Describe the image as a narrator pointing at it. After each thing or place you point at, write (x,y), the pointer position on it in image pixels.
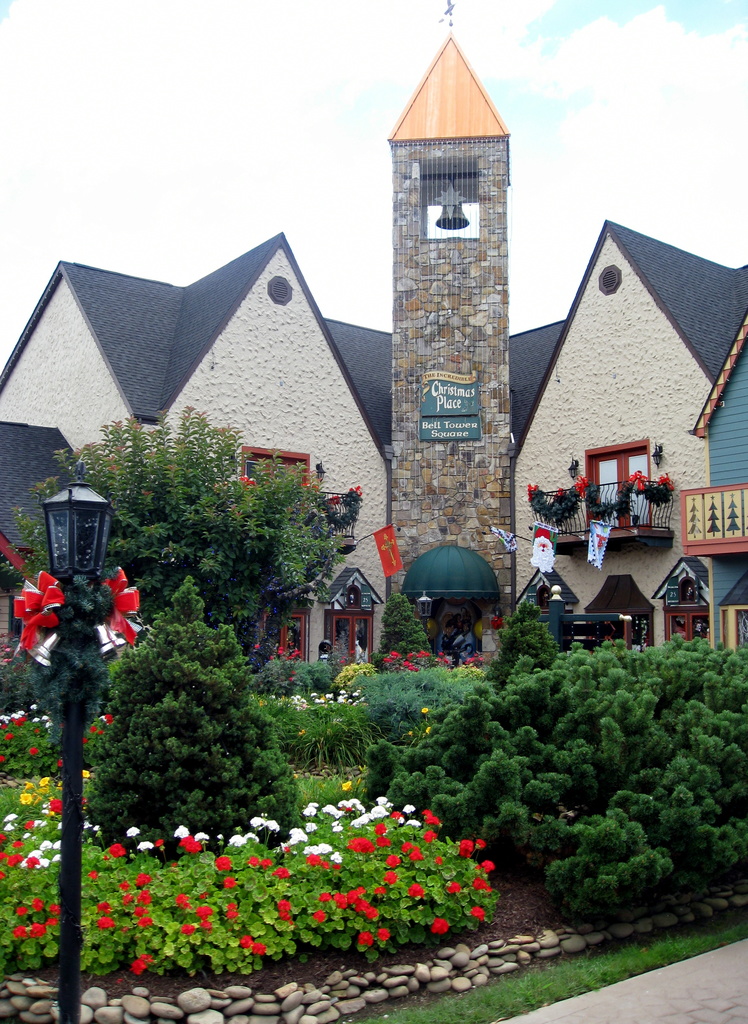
In this picture we can see the buildings (428,363), bell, boards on the wall (435,359), balconies (666,517), pots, plants (720,704), flowers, tree (147,539), pole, light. At the bottom of the image (509,980) we can see the grass (624,966), stones (396,980) and ground (614,991). At the top of the image (249,54) we can see the sky (525,3).
